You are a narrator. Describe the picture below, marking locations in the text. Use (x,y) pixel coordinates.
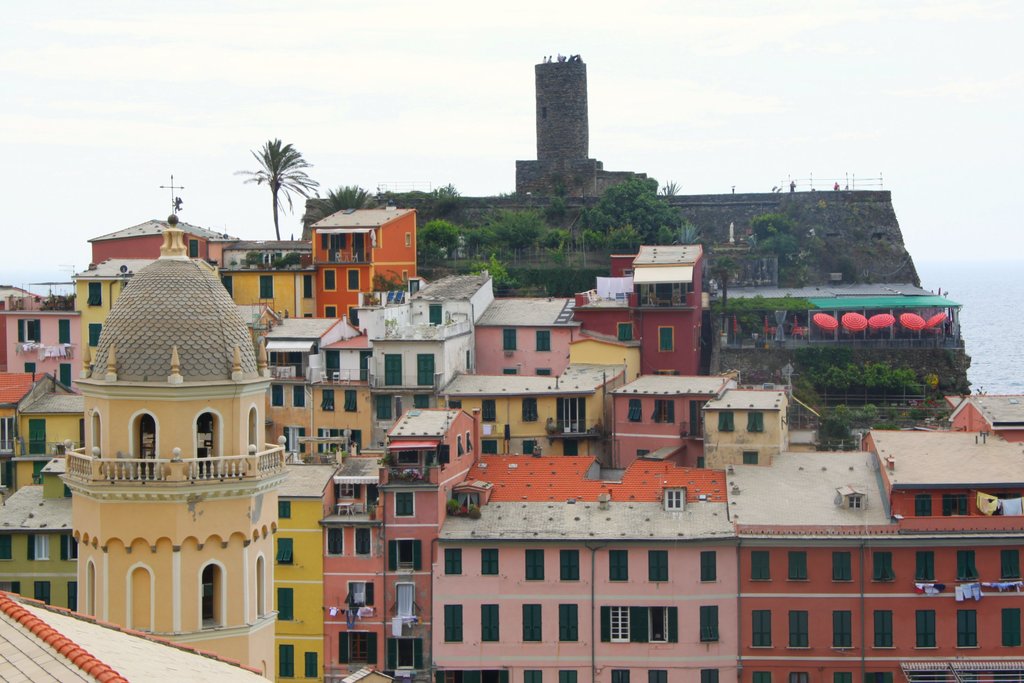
In this picture I can see there are some buildings (454,517) here and there are of different colors and the sky (445,165) is clear.
